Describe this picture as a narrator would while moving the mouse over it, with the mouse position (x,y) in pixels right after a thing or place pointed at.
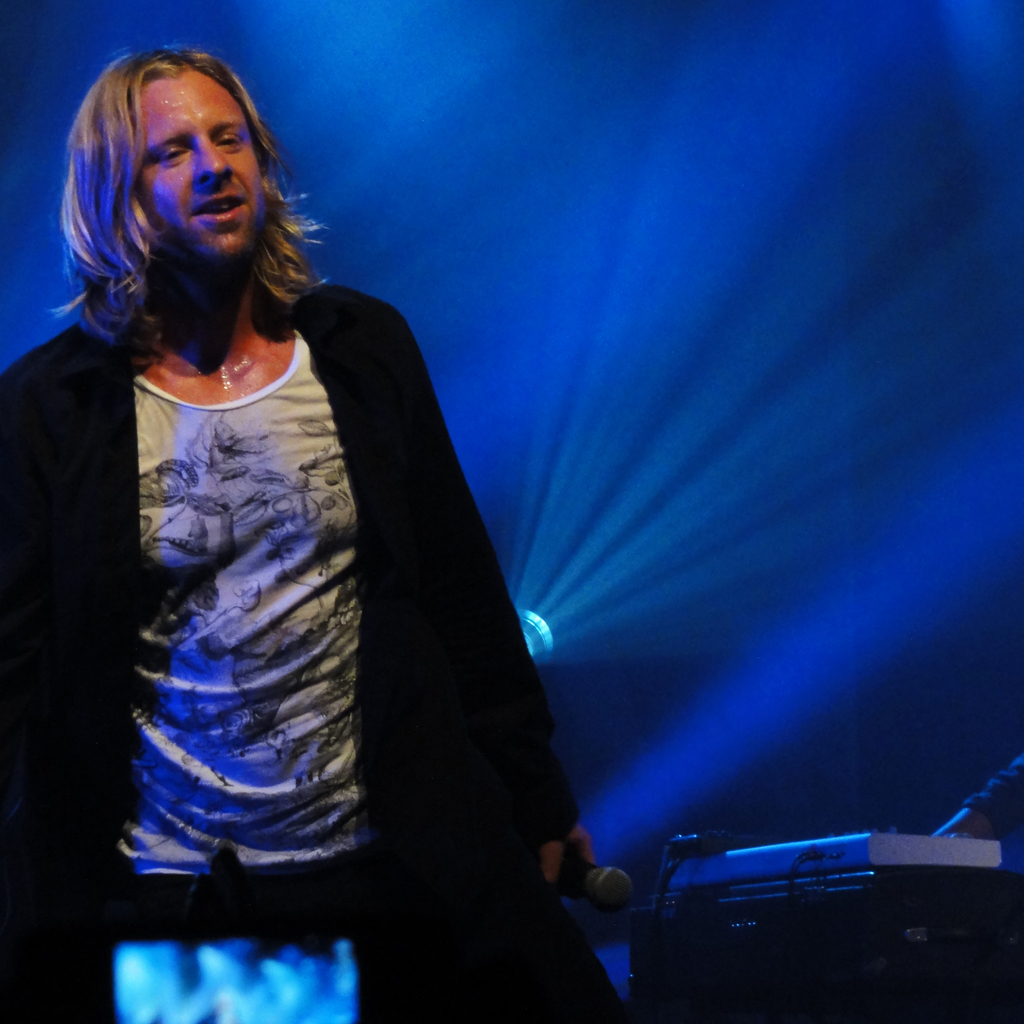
In this image I can see a person (227,760) standing and holding a mic (581,888). He is wearing a black coat (418,504). Back I can see musical instruments (889,882) and blue color light (692,295).
